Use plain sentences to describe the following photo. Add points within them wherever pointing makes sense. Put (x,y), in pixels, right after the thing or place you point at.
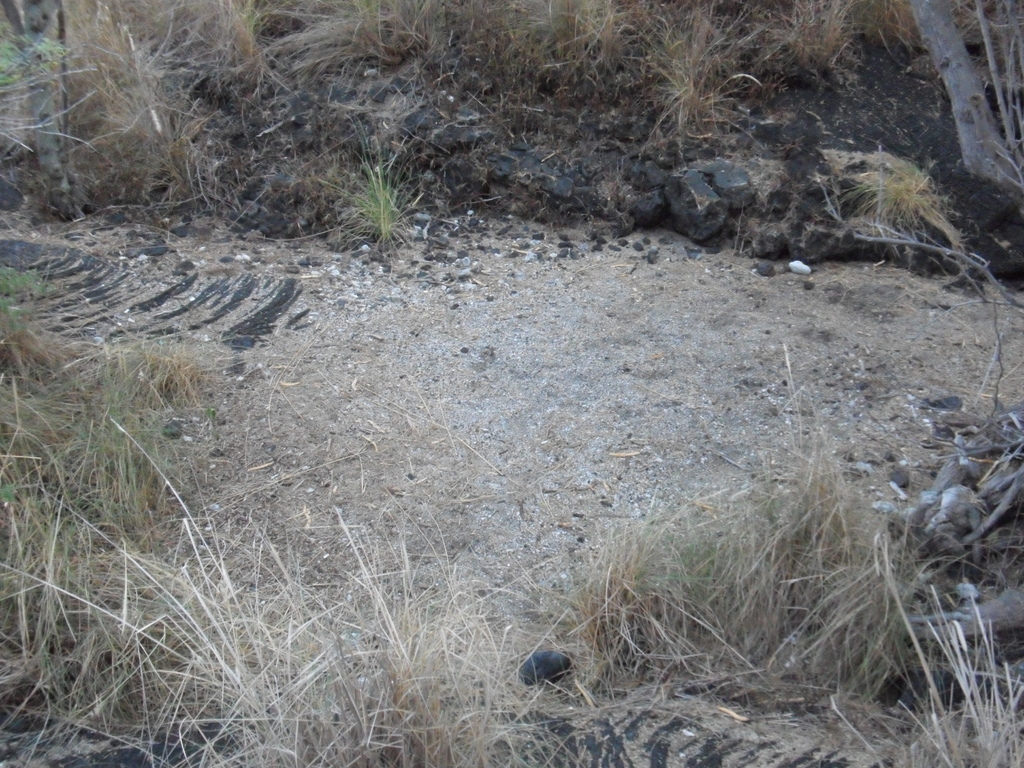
In this image we can see a land (492,395) with dried grass (417,602), stones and the bark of a tree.
